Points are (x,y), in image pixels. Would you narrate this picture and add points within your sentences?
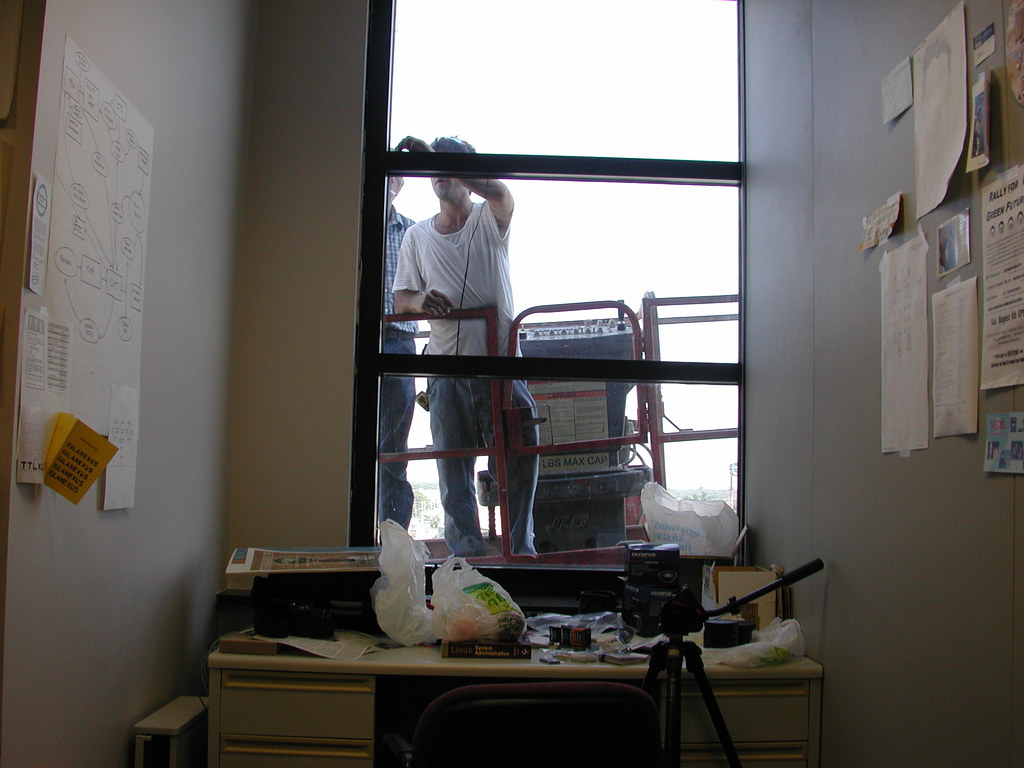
This image consists of two persons (400,268), a wall (276,286), charts (99,318) with text (55,380) and information papers (954,348). In the middle of the image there is a table (251,686) with drawers (305,693) and a chair (469,738) and there is a camera (668,625) with stand (663,663). There are two men (438,224) standing outside the window (569,494).
